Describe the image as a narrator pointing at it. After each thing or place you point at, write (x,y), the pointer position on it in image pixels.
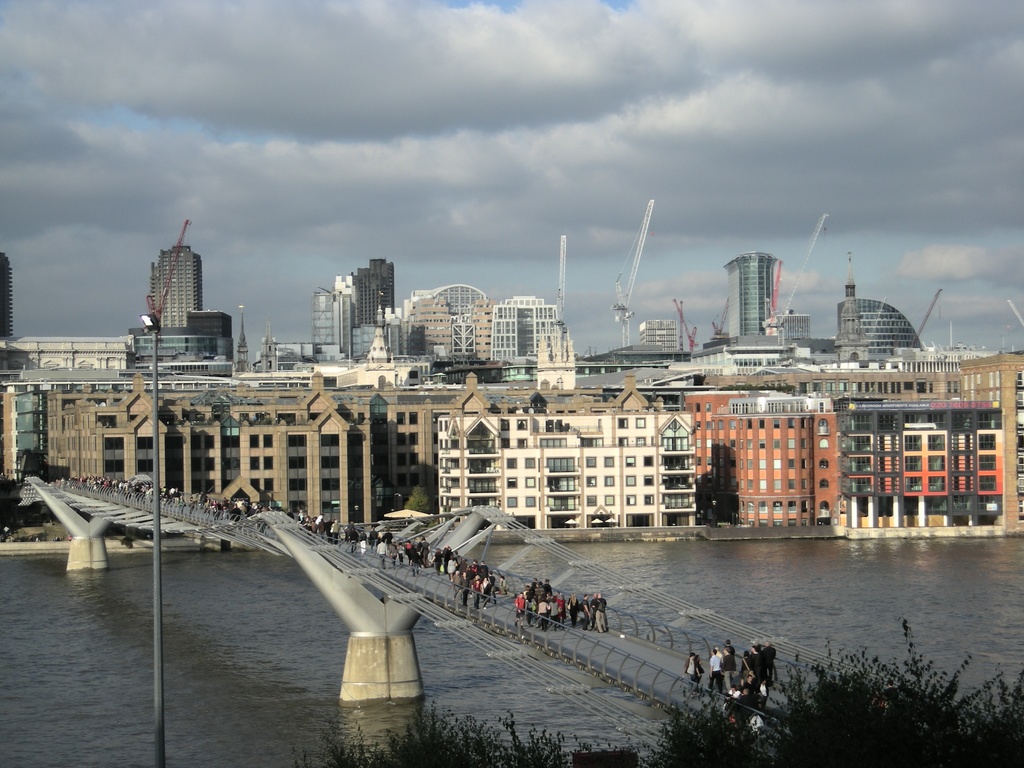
In this image I see number of buildings (460,368) and I see a bridge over here on which there are many people (422,565) and I see the trees (991,731) over here and I see the water (275,561) and I see a pole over here. In the background (893,251) I see the sky (826,48) which is cloudy.
